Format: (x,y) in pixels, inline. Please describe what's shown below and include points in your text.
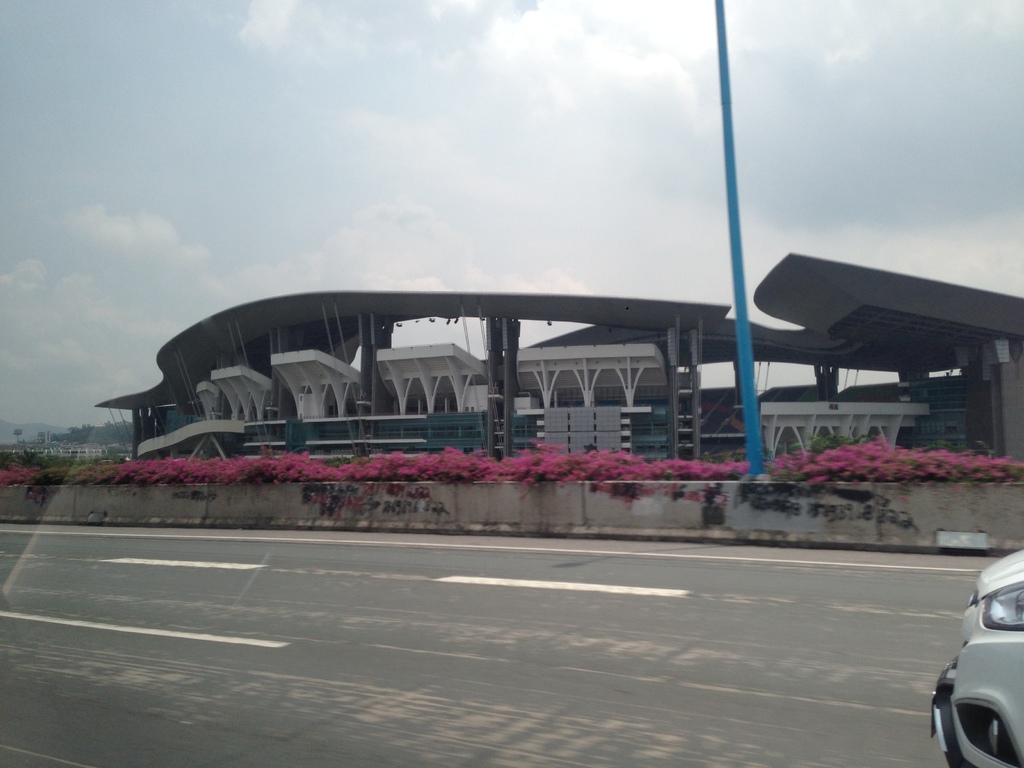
In the center of the image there is a road (423,700). There is a pole (755,433). There is a building (699,435). To the right side of the image (1012,572) there is a car (948,758).
